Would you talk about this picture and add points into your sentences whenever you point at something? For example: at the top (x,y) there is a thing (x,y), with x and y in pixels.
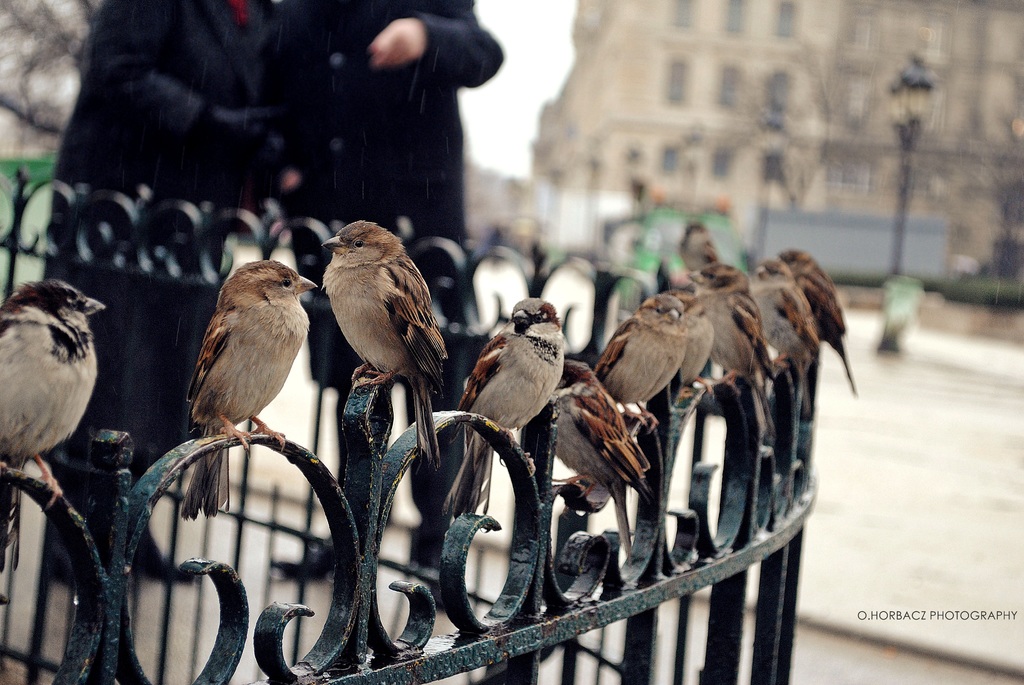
In this image we can see, there are many birds (638,311) sitting we can see there are two people (451,7) standing and the background (904,81) is blurred.
